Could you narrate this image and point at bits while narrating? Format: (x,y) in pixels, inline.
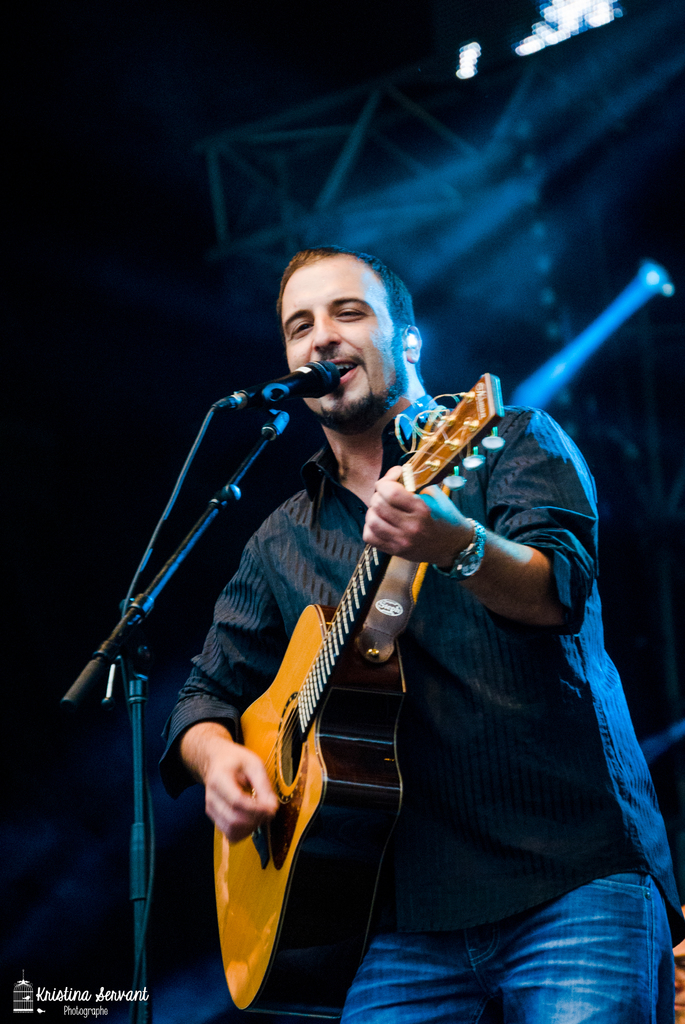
In the picture we can see a man (480,808) holding a guitar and singing a song in the microphone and he is wearing a black shirt (508,785) with lines (490,791). In the background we can see a stand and lights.
